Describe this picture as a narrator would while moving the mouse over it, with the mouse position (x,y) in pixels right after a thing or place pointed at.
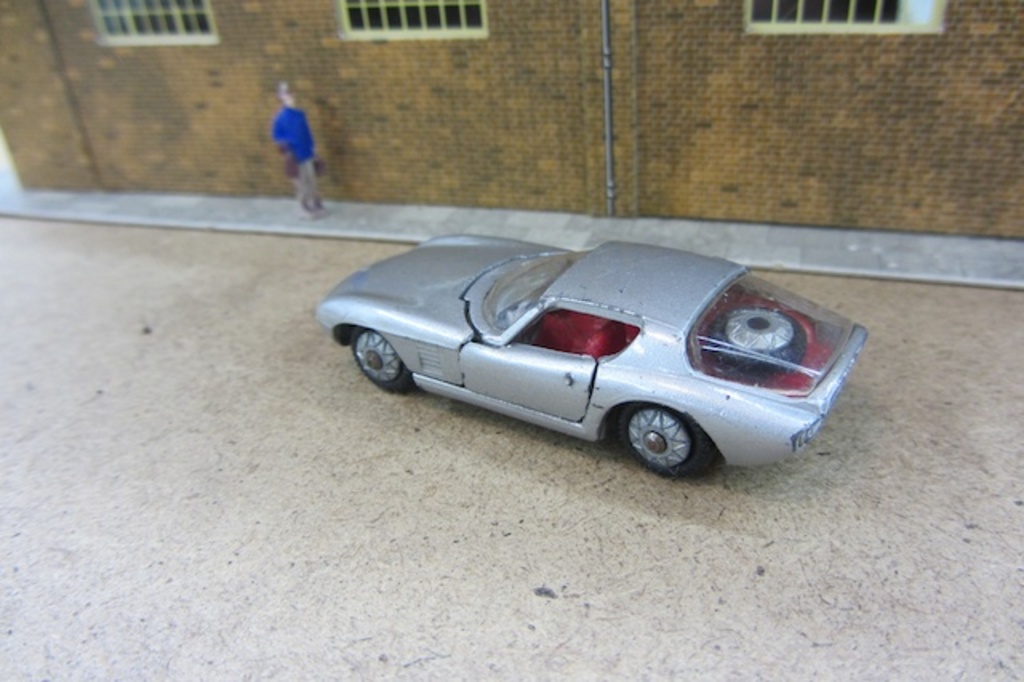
In this picture we can see a toy car (568,354) on the floor (553,565) and there is a person (304,184). In the background (391,133) we can see a building (884,223).
